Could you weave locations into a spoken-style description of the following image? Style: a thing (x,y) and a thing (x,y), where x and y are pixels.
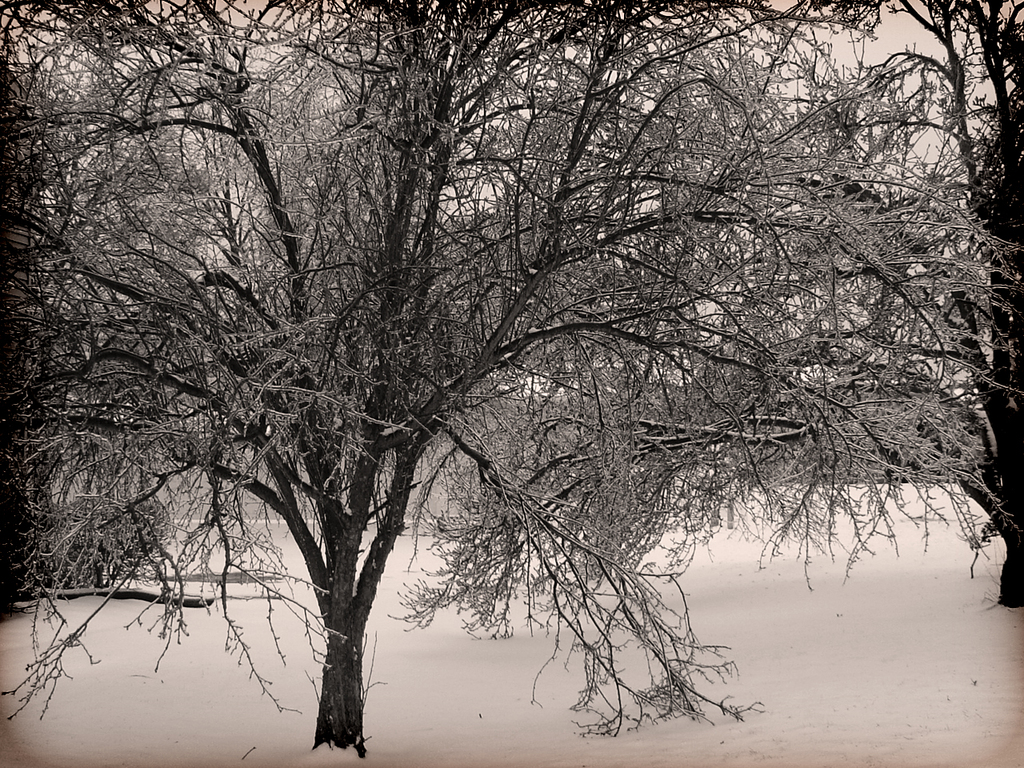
In this picture there are trees (758,294) on the right (919,170) and left side of the image (217,450) and there is snow (0,747) at the bottom side of the image (911,603).
